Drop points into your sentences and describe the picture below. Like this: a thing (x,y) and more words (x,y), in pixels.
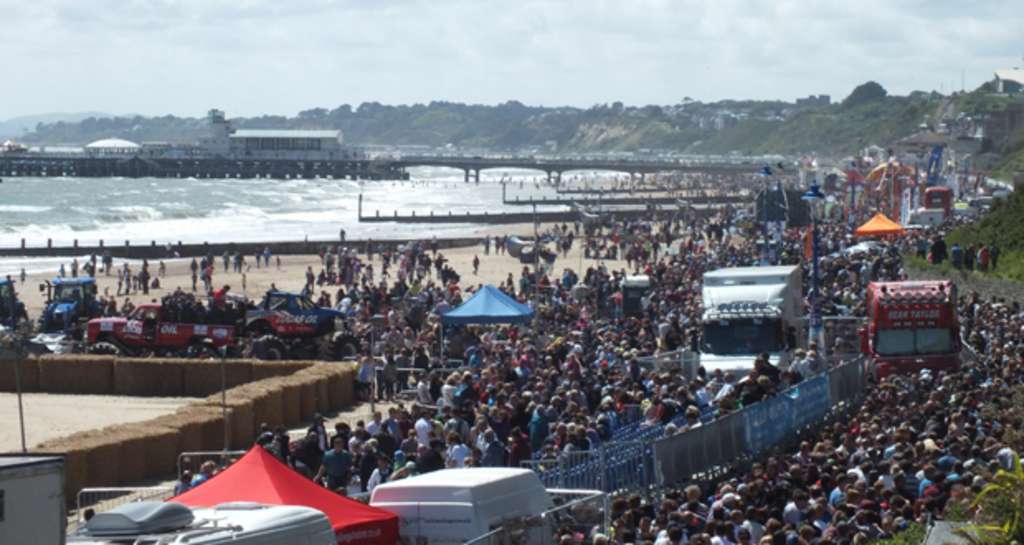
In this picture i can see a bridge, water (190,183), people (194,289), mountains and vehicles (712,276).
